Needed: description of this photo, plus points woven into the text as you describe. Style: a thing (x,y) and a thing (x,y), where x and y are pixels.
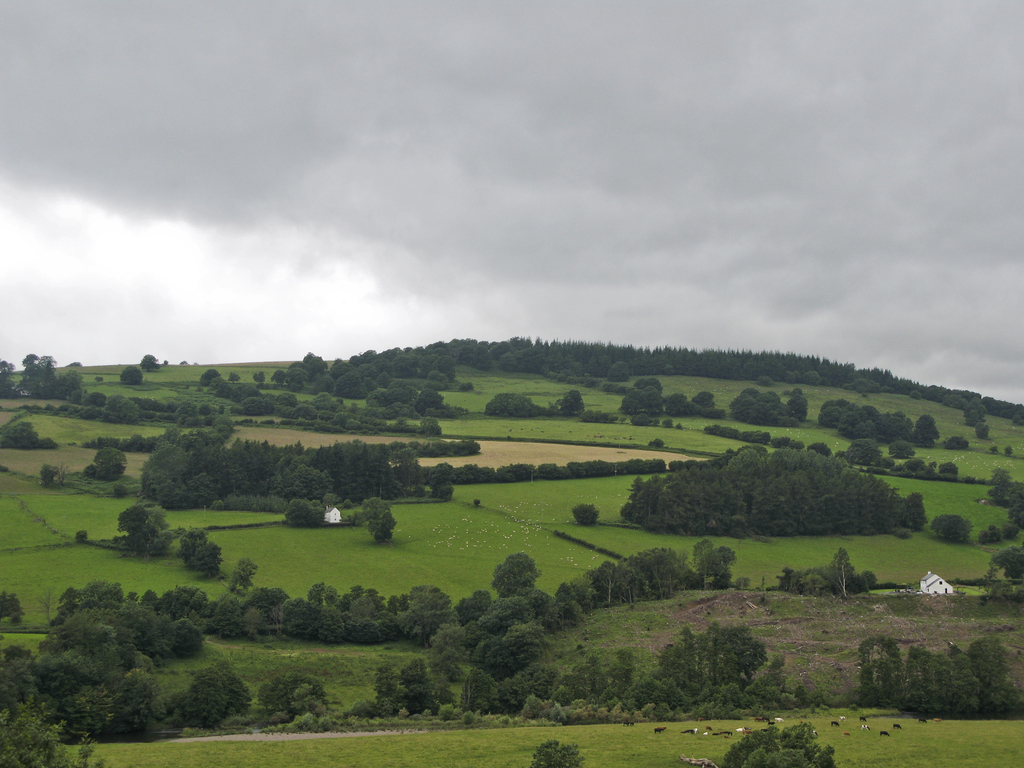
In this picture we can see the grass (331,564), trees (515,584), houses (937,588) and in the background (516,143) we can see the sky (537,206) with clouds (677,187).
